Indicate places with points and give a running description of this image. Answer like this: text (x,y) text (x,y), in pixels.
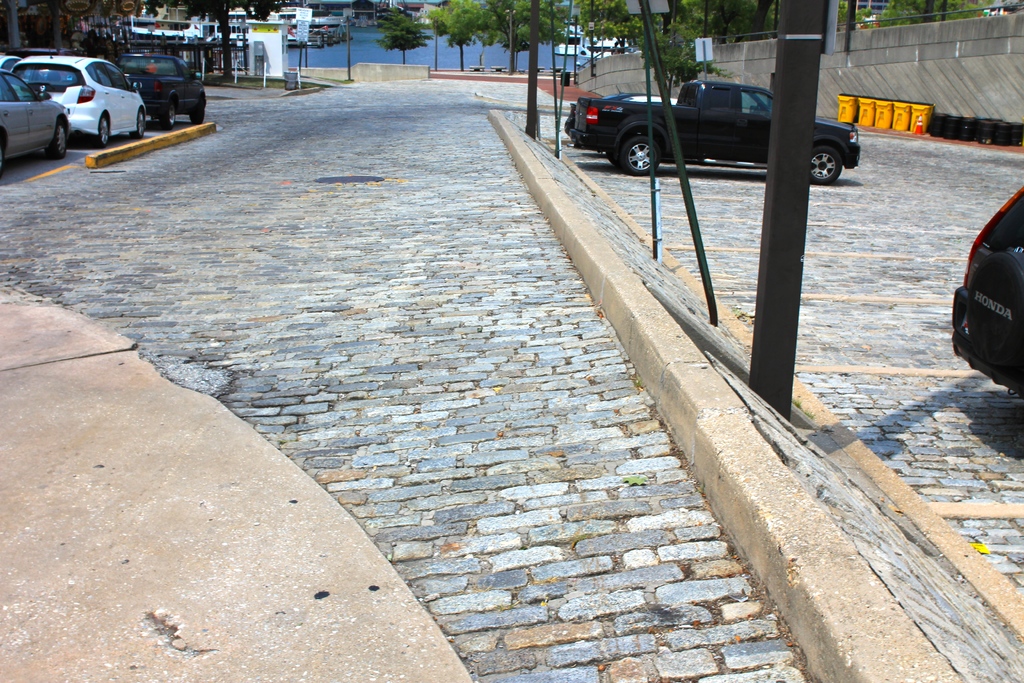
In this picture we can see a stoneway (436,575) with vehicles (578,134) on it. Far away we can see trees (422,36), trash cans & poles (788,126).
